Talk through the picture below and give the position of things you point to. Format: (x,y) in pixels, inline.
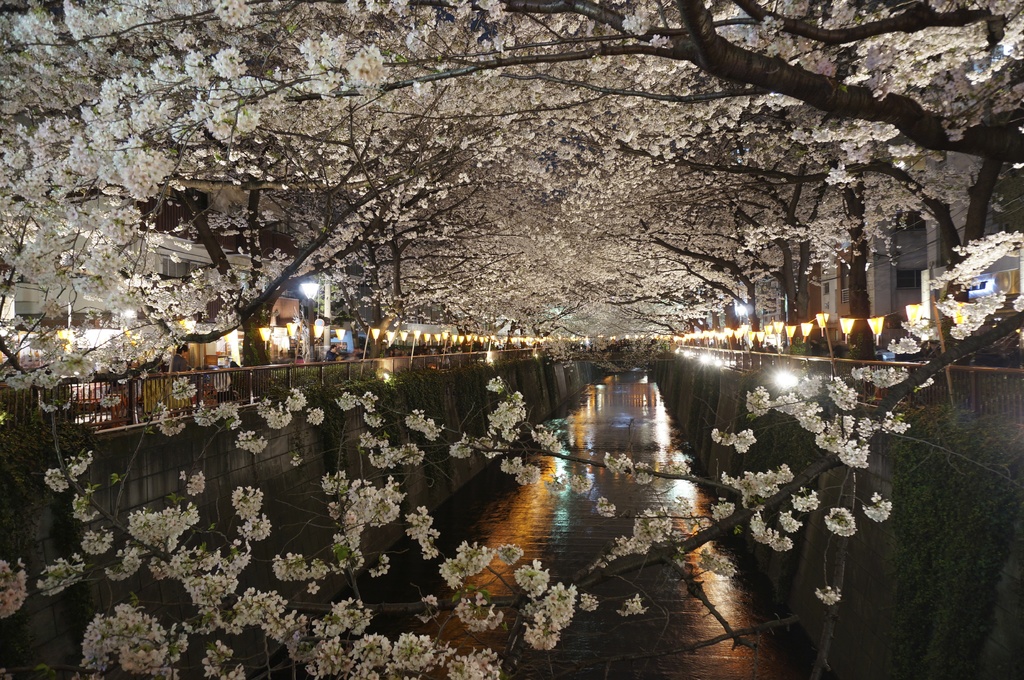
In this picture I can see some flowers (478,104) to the trees (448,104), and some lights (790,379) to the fencing (751,358).
